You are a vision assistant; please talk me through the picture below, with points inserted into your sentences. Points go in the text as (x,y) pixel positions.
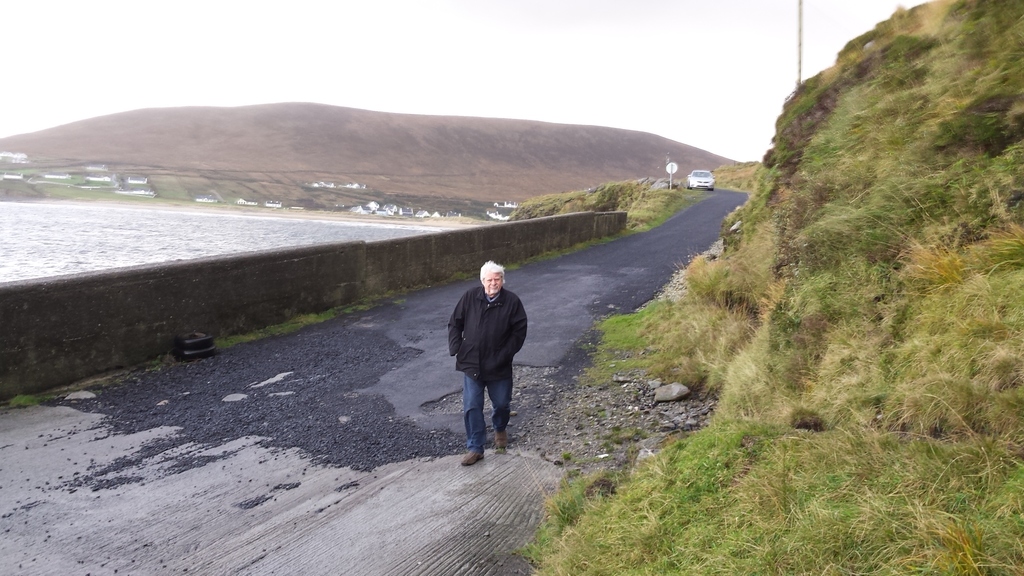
In this image there is a person (485,338) walking on the road (382,464), behind the person (477,309) there is a vehicle (693,174) moving. On the right side of the image (838,362) there is grass (938,257) on the mountain (959,422). On the left side of the image (198,284) there is a wall (165,278), behind the wall (23,296) there is water (106,224). In the background (271,198) there are like buildings (495,214), mountain (471,147), poles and the sky (250,52).
